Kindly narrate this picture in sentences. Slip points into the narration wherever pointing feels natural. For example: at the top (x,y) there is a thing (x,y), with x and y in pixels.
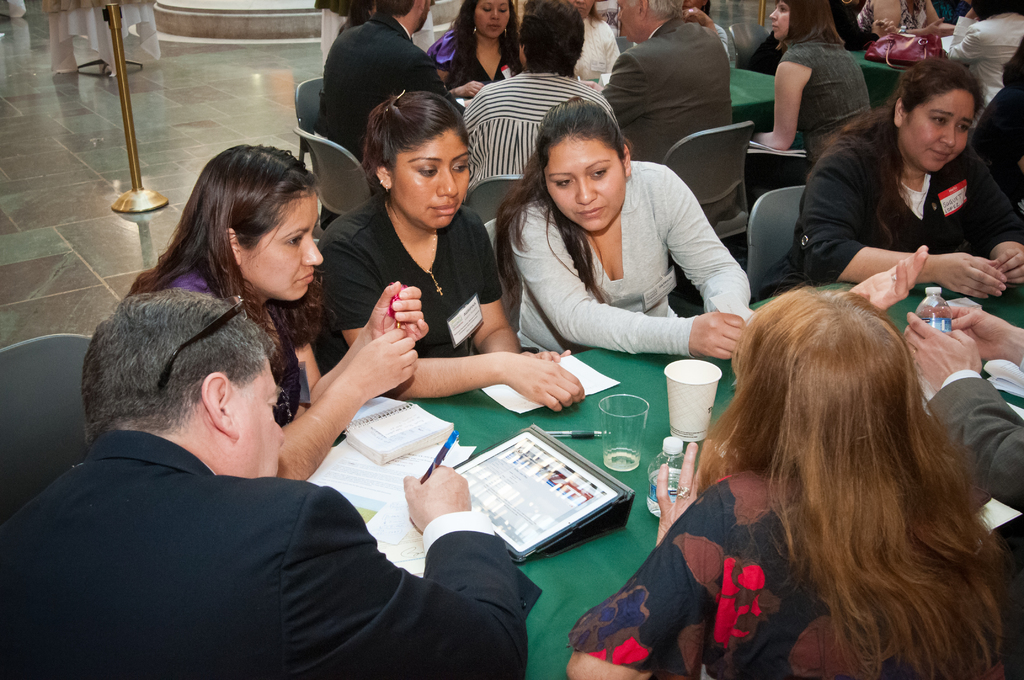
In the foreground of the picture (544,360) there are people (549,240), chairs (729,164), tables (519,423), glasses (633,414), papers (514,403), books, pens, bottles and other objects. On the left (124,74) there is a stand (120,30).
